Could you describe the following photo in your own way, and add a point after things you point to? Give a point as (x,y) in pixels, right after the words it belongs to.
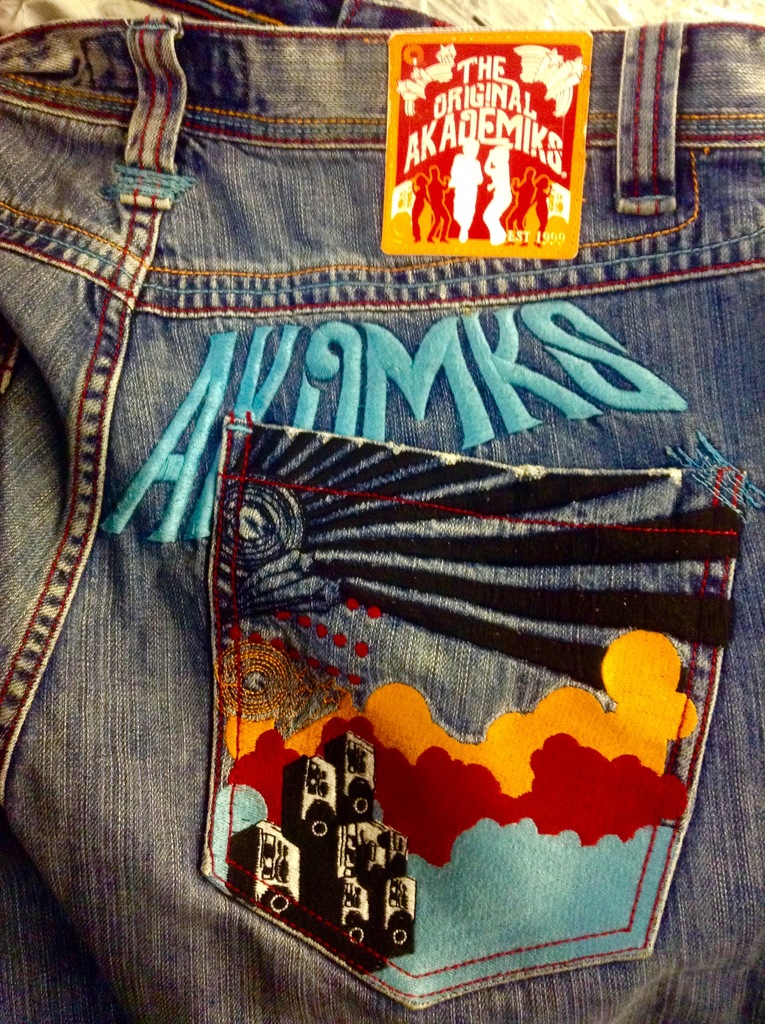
In this picture, we see a blue jeans (228,542) with some text (414,393) written in blue color. We see a pocket (525,597) and it is in blue, black, red and yellow color. At the top (570,74), we see a square shape sticker like thing (583,139) with some text (502,133) written on it. It is in yellow, red and white color.
